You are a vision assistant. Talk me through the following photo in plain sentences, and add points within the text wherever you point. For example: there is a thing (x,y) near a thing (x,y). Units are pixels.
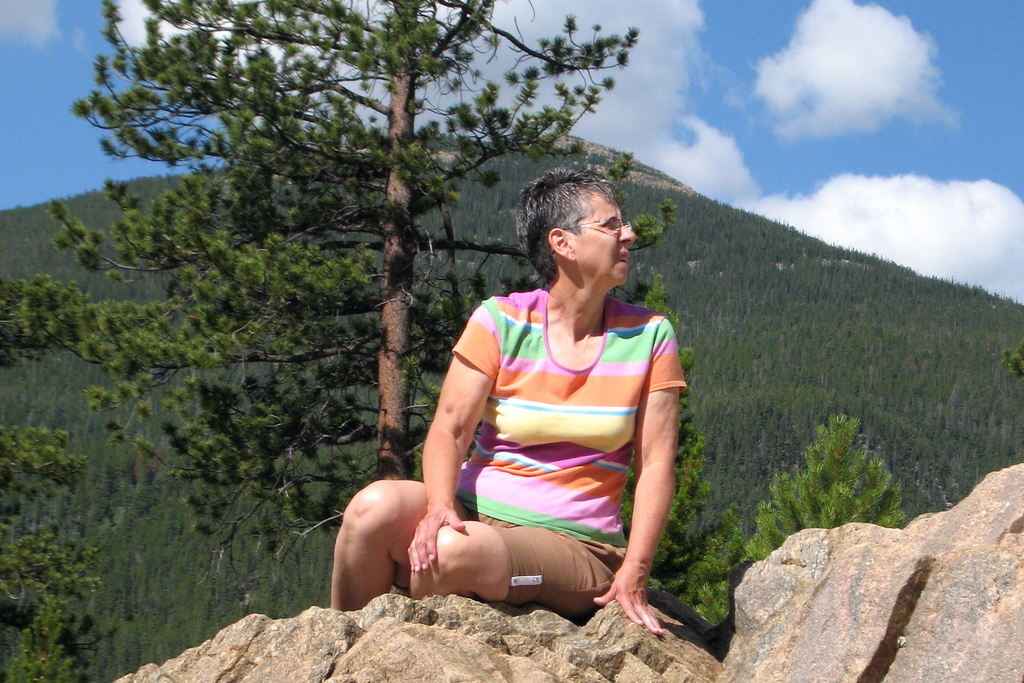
In the image we can see a woman (565,468) wearing clothes (581,494) and spectacles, and the woman (533,522) is sitting on the rock (465,633). There are many trees (205,456), mountain (161,474) and a cloudy sky (857,124).
